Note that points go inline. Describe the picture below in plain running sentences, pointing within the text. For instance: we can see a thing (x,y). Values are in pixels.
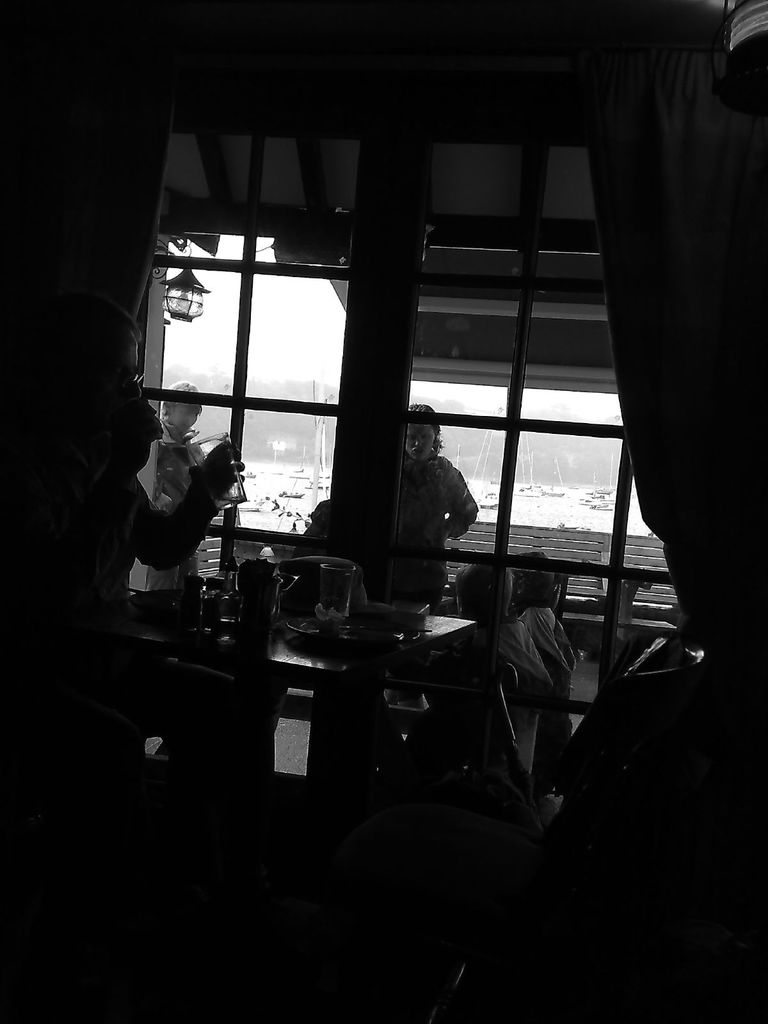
In this image on the left side (183,503) a person (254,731) is sitting on the chair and having some drinks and there is some glasses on the table (366,660).
